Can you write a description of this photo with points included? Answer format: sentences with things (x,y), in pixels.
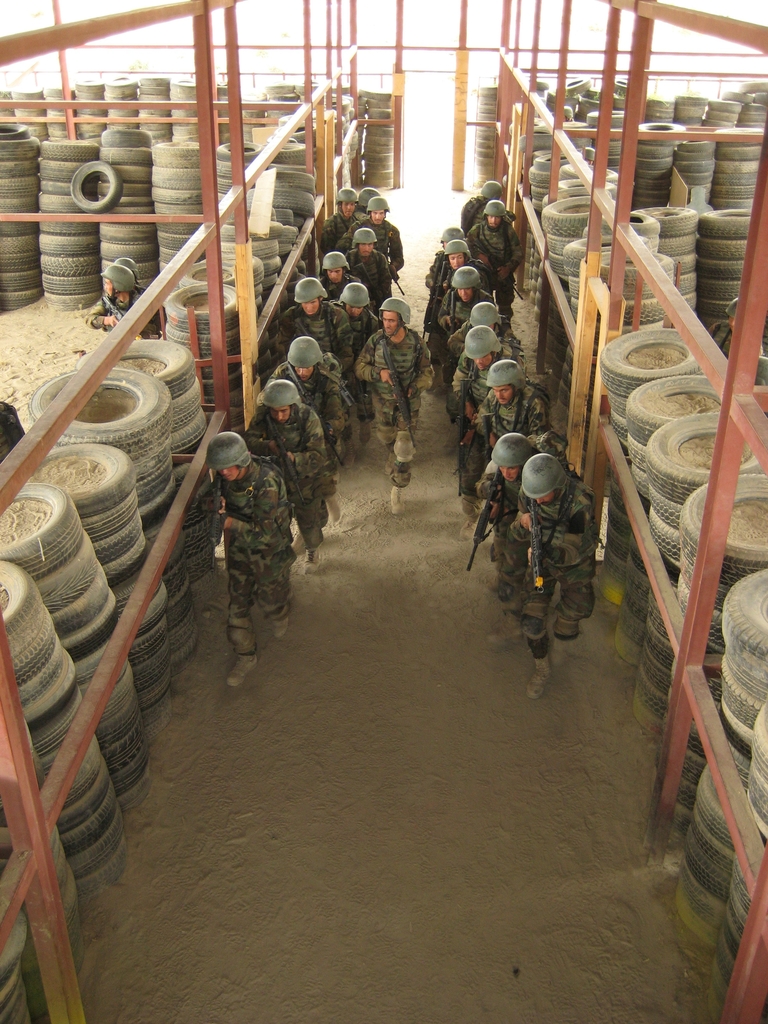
In this image in the center (327,378) there are persons (374,398) walking and holding guns (351,386) in their hands (471,409). On the left side (199,334) there are tyres (154,349) and there is a person (98,326) and there are poles (204,53). On the right side (621,151) there are tyres (619,126), poles (723,370) and there is a man (731,332) standing.
